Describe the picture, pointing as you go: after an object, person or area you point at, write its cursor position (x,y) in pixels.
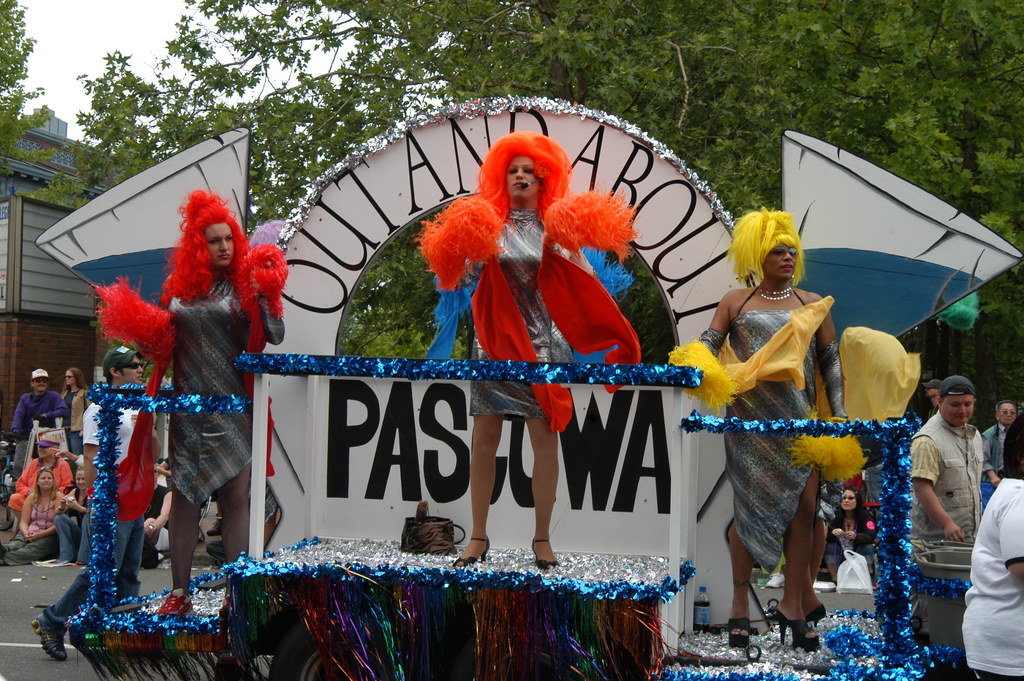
There are three persons (745,242) standing on the stage (724,539) of a vehicle (594,630) which is on the road (74,670). On the right side (1013,589), there is a person (1003,485) in white color t-shirt (1022,610) standing. In the background (88,437), there are persons (88,414) walking on the road (831,599), there are persons (40,481) sitting, there are persons (965,406) standing, there are trees (958,18), a building (27,166) and clouds (142,32) in the sky (157,31).
